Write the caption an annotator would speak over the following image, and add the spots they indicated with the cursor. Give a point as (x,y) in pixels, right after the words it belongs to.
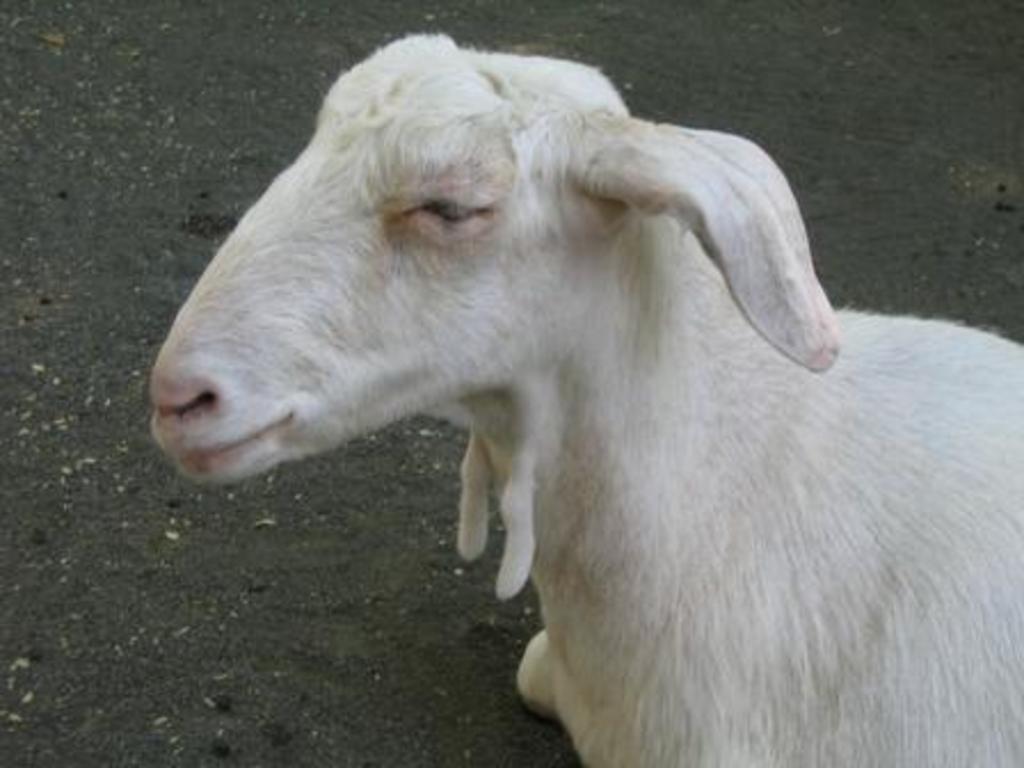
In this image, we can see a goat (853,568) on the ground (109,134).
